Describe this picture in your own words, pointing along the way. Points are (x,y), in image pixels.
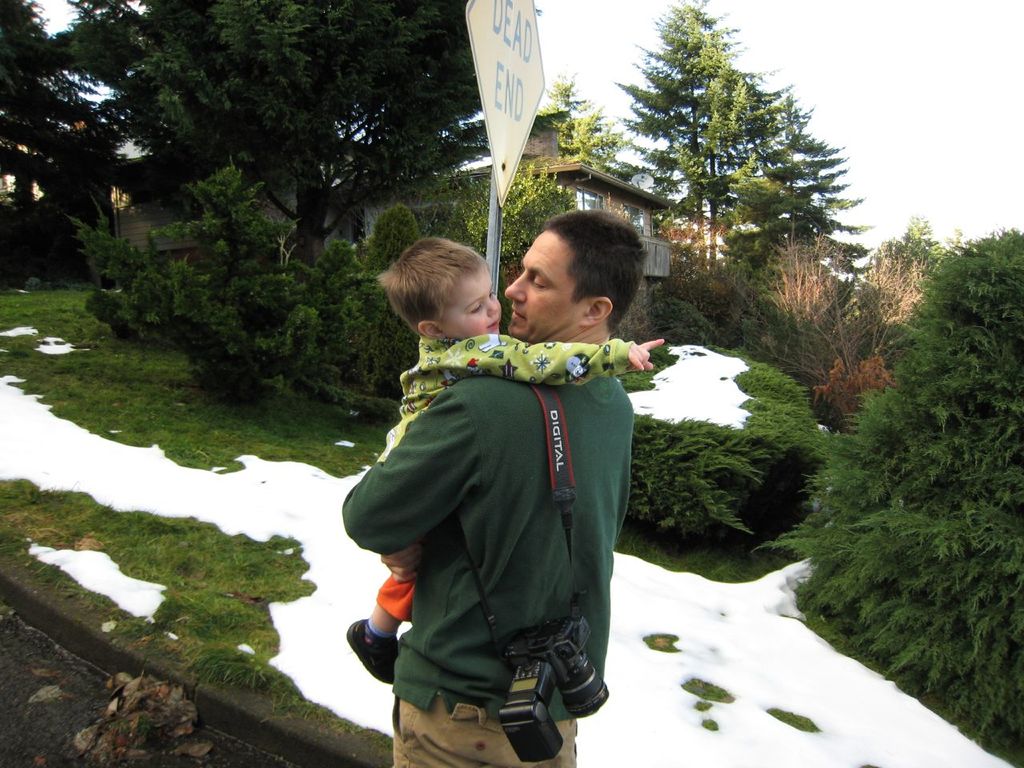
In the image there is a man (503,401), he is holding a baby (421,412) and wearing a camera (574,661) to his shoulders (530,394), beside the man (429,639) there is a grass surface (125,439) and there is some ice (312,534) on the grass surface (267,441), in between the grass (281,444) there are plants (383,344) and in the background (245,171) there are trees (343,168).
